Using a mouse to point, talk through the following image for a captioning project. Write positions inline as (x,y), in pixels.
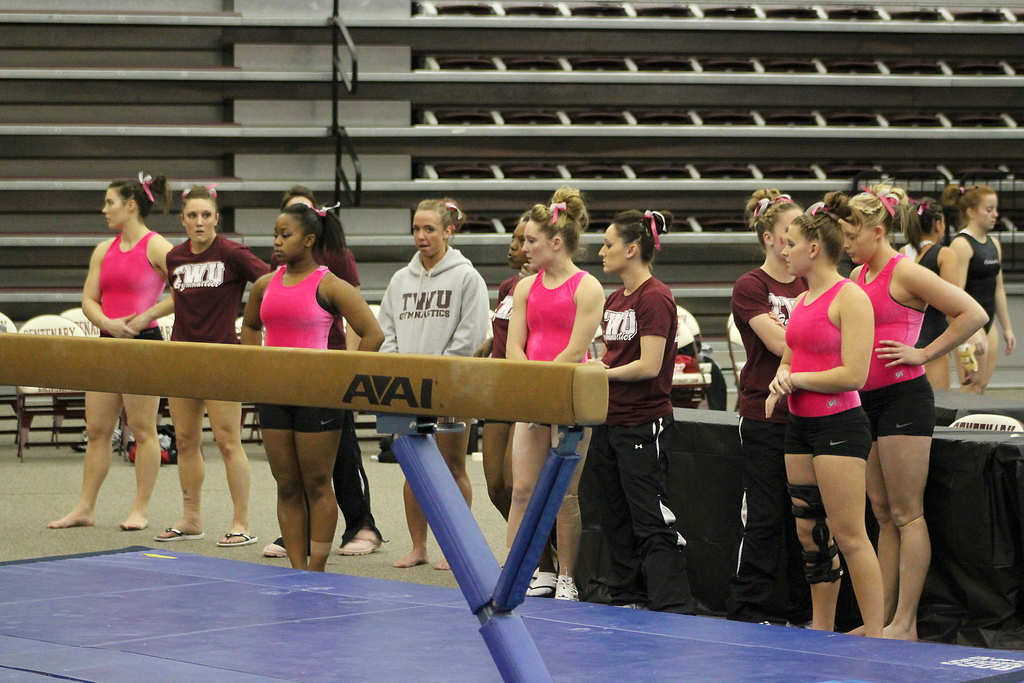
Here we can see people (530,253). Backside there are chairs (966,424) and tables (972,484).
